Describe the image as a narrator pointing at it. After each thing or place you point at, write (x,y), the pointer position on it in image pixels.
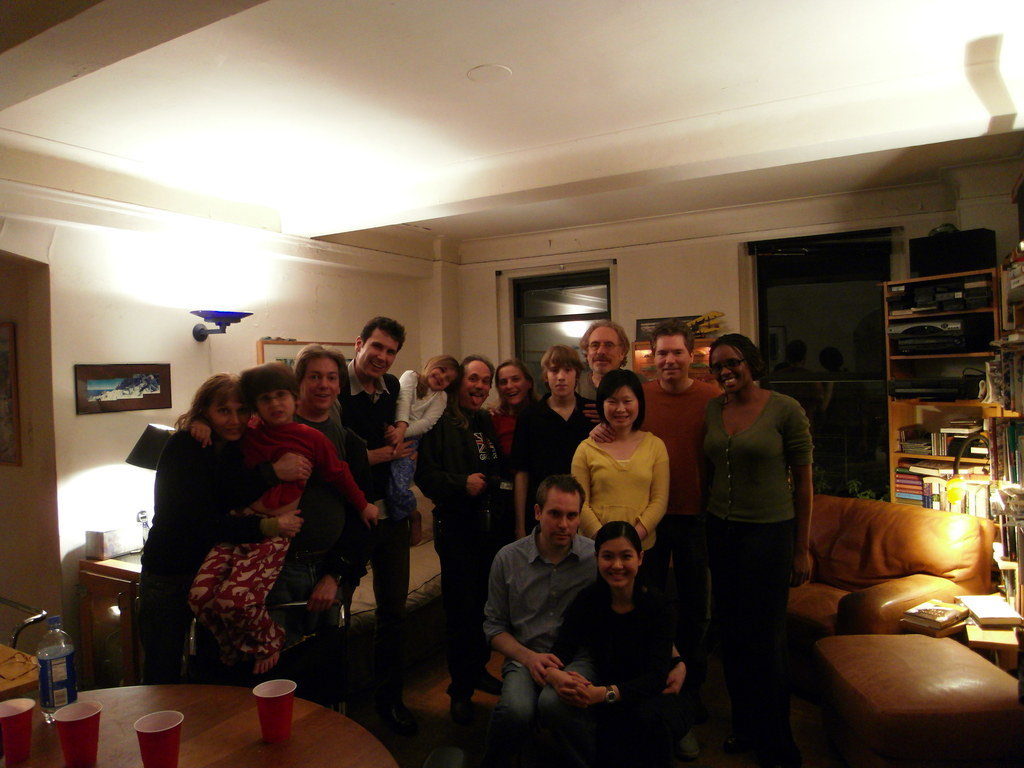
This image is clicked in a room (863,459). There are many people (177,619) in this image. To the left (43,740), there is table (57,751) on which, four glasses (63,710) and a bottle (49,656) are kept. To the right (936,574), there is a sofa (945,523) and a books rack (955,315). In the background (123,257), there is a wall (139,361) on which photo frames (271,352) are fixed and a window (583,271).
